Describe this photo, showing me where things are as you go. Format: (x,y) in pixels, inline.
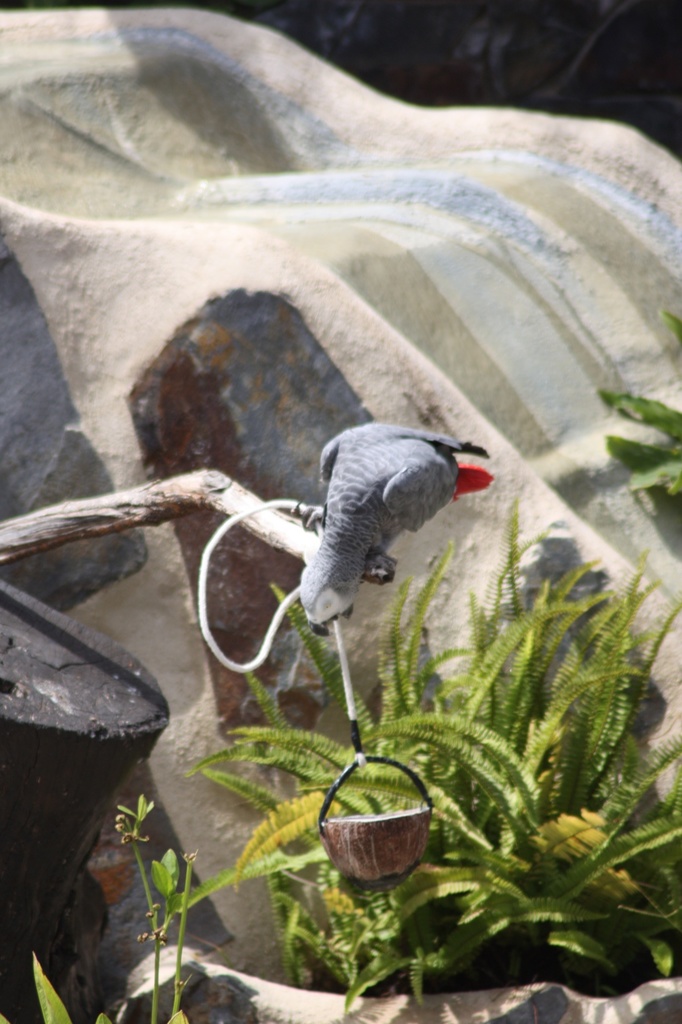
In the center of the image (354,527) there is a bird (364,524) on the branch (282,520) of a tree (264,515). In the background (264,559) we can see plants (528,733) and rock (342,233).
